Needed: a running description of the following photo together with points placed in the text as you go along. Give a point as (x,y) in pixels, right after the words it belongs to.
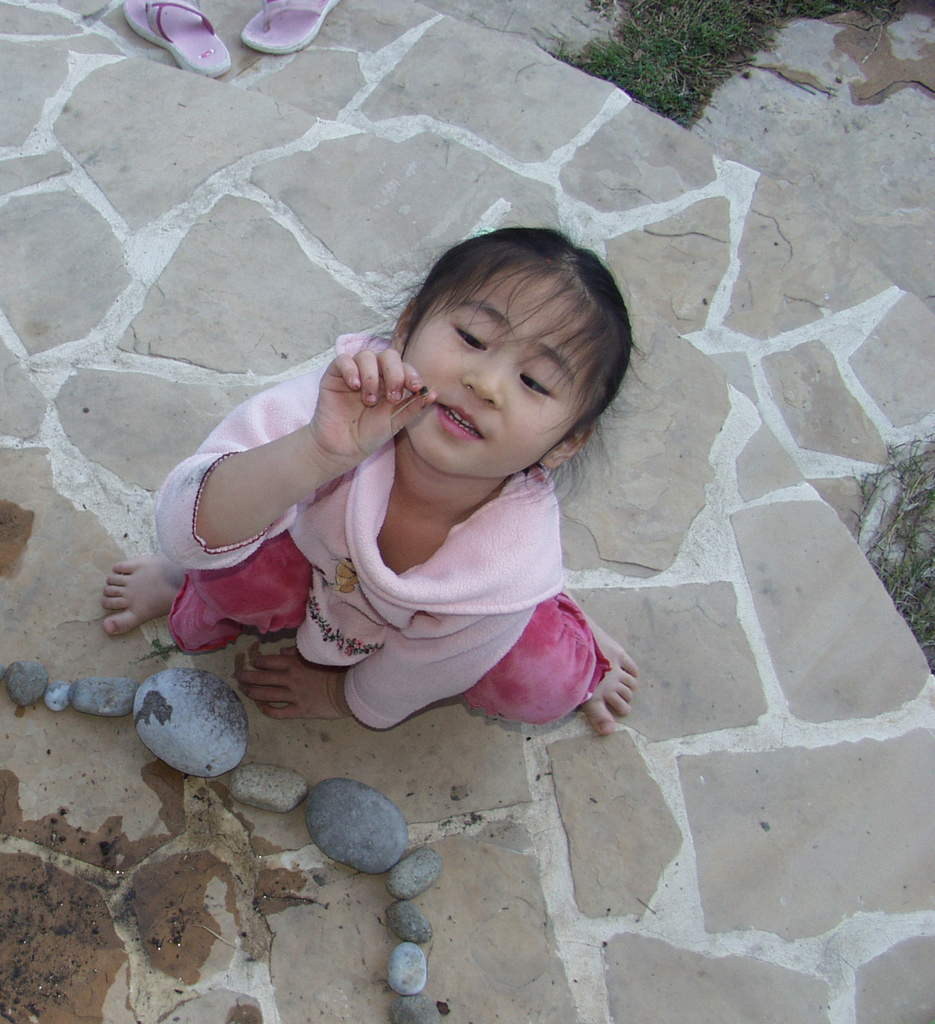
In this picture I can see a girl (397,417) holding an object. I can see stones (17,428), grass (719,25) and a pair of sandals (313,3).
